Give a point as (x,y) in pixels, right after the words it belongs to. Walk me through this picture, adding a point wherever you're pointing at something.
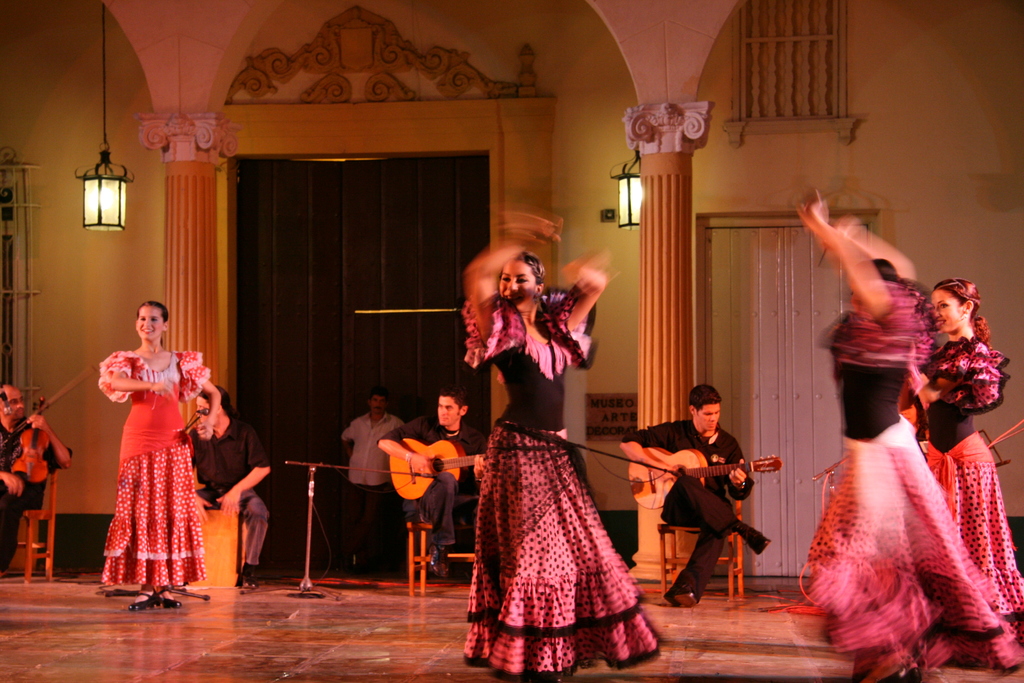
This is the picture taken in a room (579,453), on the floor (191,605) there are group of women (517,475) are dancing. Behind them there are group of men (219,496) playing the music instrument (694,474) and sitting on a chair (738,551). Background of these people (717,556) there are pillar (658,234), wall (694,209), door (317,287) and lights (104,203).
